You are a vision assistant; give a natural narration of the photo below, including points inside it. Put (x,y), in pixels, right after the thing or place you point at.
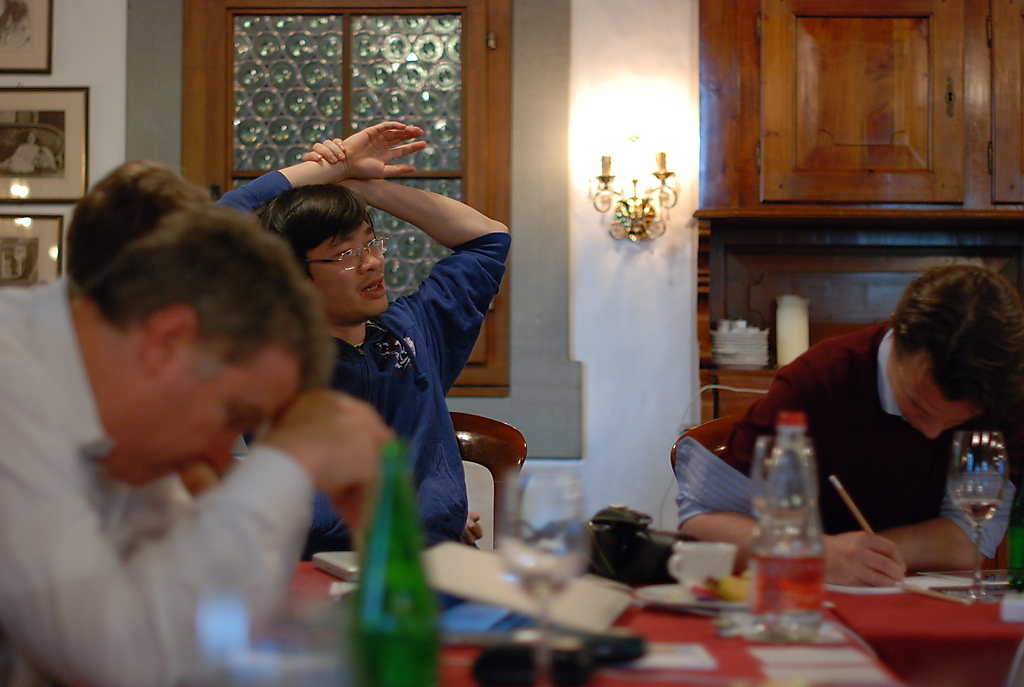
In this picture there are some men (178,571) sitting. To the right corner (891,440) there is a man (887,434) with maroon color t-shirt (865,443) is sitting and writing something on the paper (899,588). Beside him there is another man (407,360) with blue jacket (442,307) is sitting. To the left corner (104,528) there is another man (91,524) sitting. On the table (706,629) there are some objects (748,578) like cup (713,577), bottle (785,584) papers (805,655). In the background (308,80) there is a window (267,81). To the left side wall (63,78) there are three frames (58,93). Light (605,183) and a cupboard (941,122).
